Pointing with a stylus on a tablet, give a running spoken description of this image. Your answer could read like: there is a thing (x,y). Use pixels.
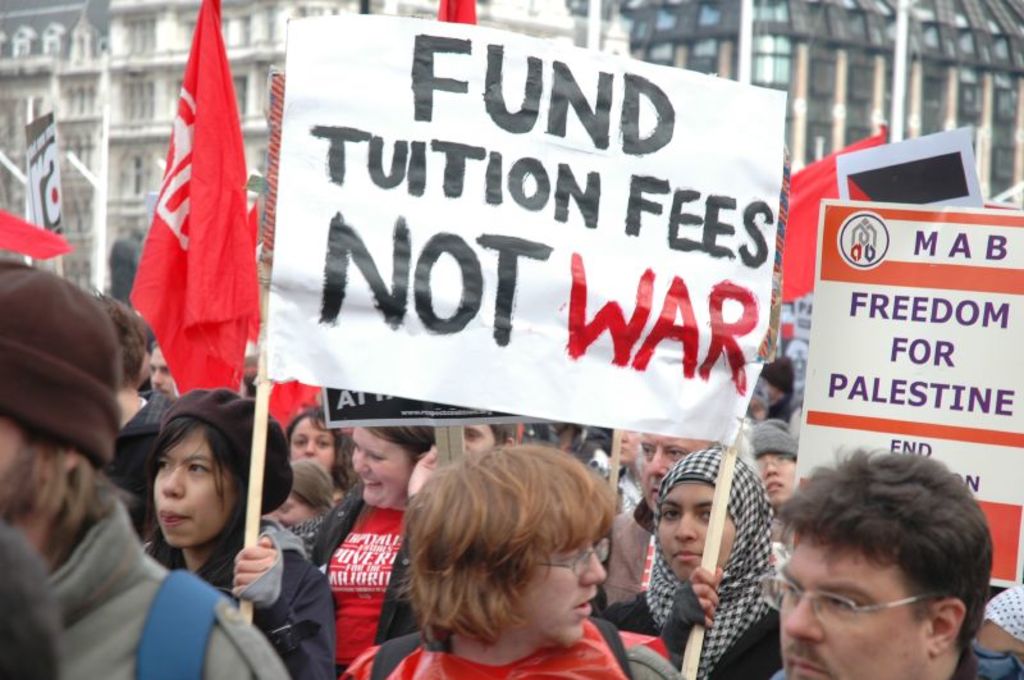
In this image we can see people (9,378) holding placards (474,254) and flags (205,304). In the background of the image (93,141) there are buildings (754,70).
